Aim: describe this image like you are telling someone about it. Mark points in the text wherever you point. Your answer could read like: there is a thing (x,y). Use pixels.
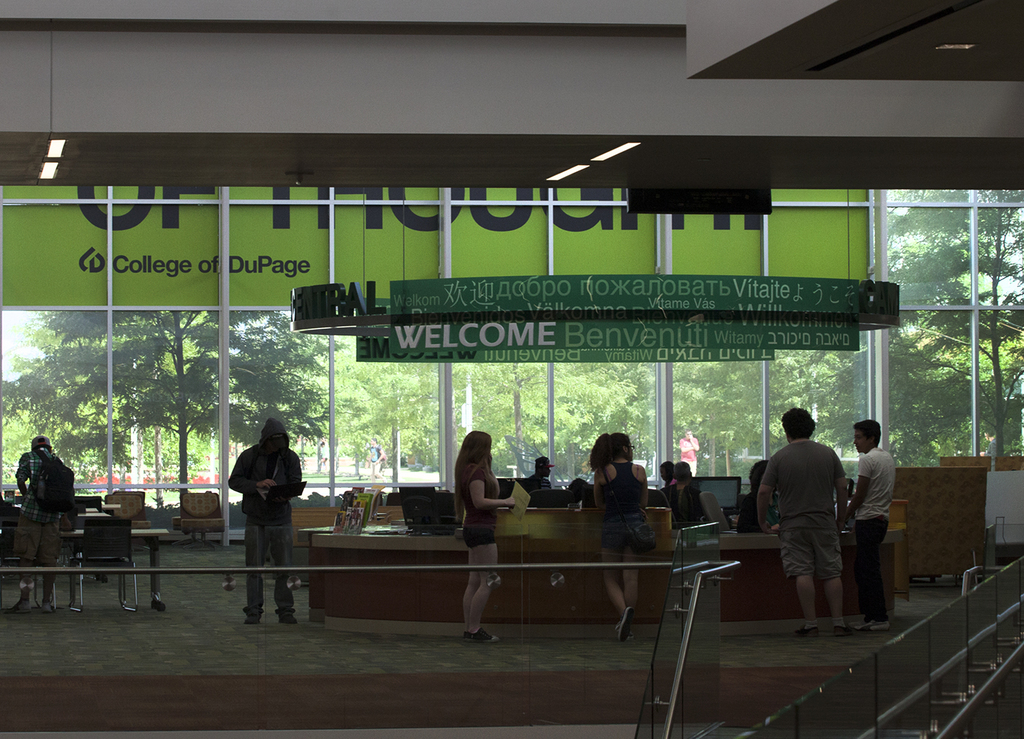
This is inside view picture of a building (446,419). outside we can see trees (558,389) and few persons (375,459) walking on the road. This is a reception (697,486), here we can see few monitors (413,502) and around this few persons (878,520) are standing. Here we can see a chair (104,563) and a table (148,541) and also a man (54,556) standing wearing a backpack (55,498). This is a hoarding (464,217). This is a welcome note (464,340).
